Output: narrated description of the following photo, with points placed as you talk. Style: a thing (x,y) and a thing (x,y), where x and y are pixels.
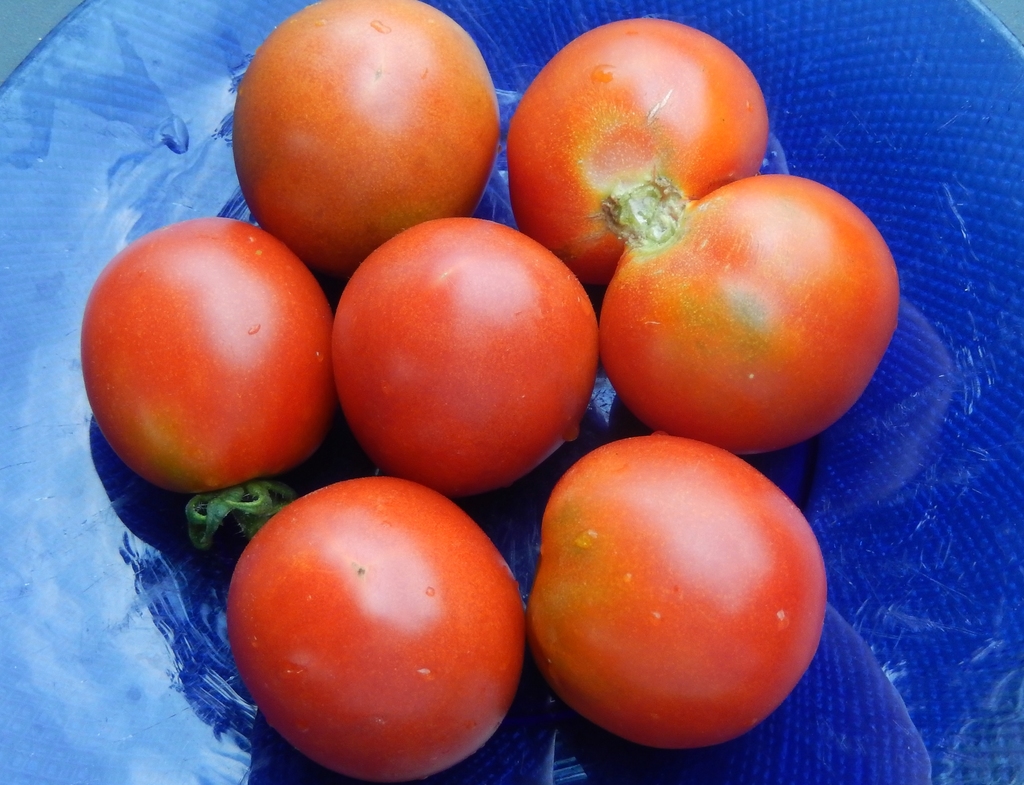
There are few tomatoes (706,322) placed on a plate (823,143) which is in blue color.
